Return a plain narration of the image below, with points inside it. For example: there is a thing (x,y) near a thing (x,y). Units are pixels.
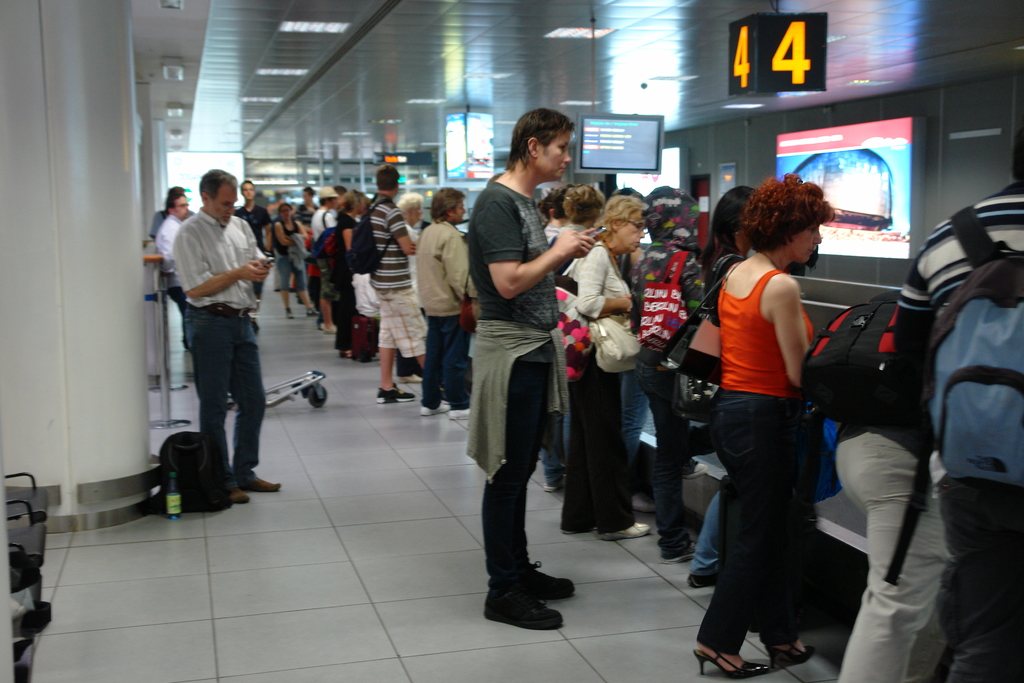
In the center of the image (485,387) there are people (737,403) standing. At the bottom (223,460) there is a trolley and we can see a bag (192,488) placed on the floor (225,572). On the right (857,230) there are screens (845,224). At the top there are lights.
